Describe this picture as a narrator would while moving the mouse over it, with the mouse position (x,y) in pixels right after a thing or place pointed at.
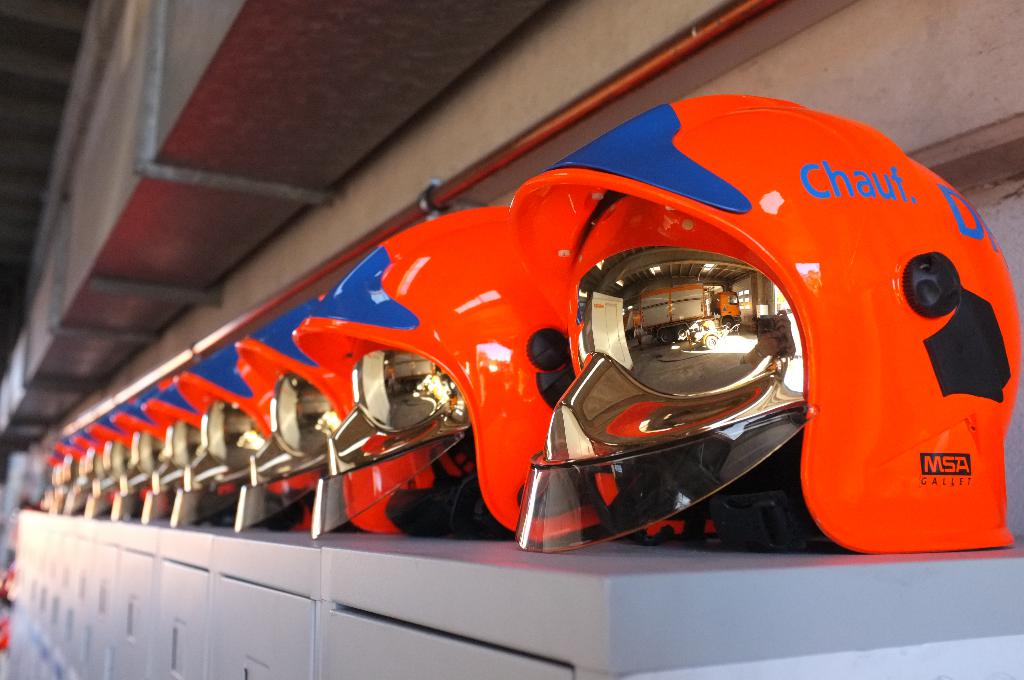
In this picture there are many red color helmet (412,397) placed on the top of the silver color lockers (387,643). Above there is a air conditioner duct (31,428).
